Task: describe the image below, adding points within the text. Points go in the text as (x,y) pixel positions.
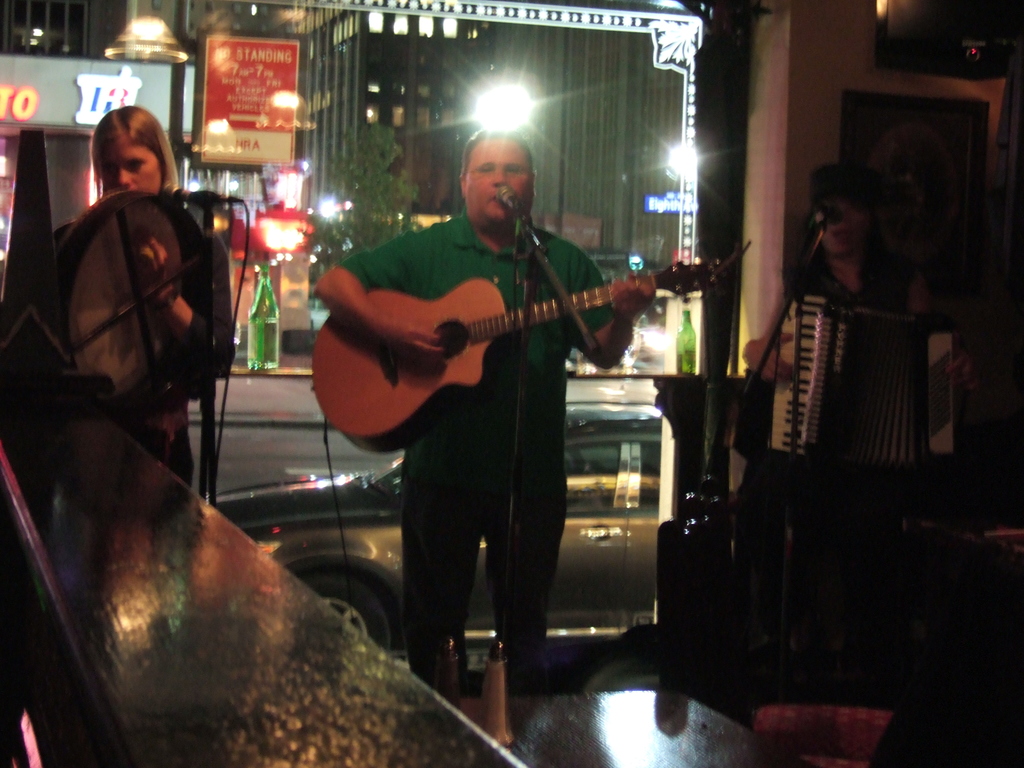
Here we can see a man (589,267) in the middle (587,270) playing a guitar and singing a song with microphone (525,214) in front of him and the other two (123,161) beside him are playing musical instruments (98,213) with microphone (203,202) in front of them, behind we can see a car (240,513) and we can see a building (647,58) and there is a bottle (272,315) present on the table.
